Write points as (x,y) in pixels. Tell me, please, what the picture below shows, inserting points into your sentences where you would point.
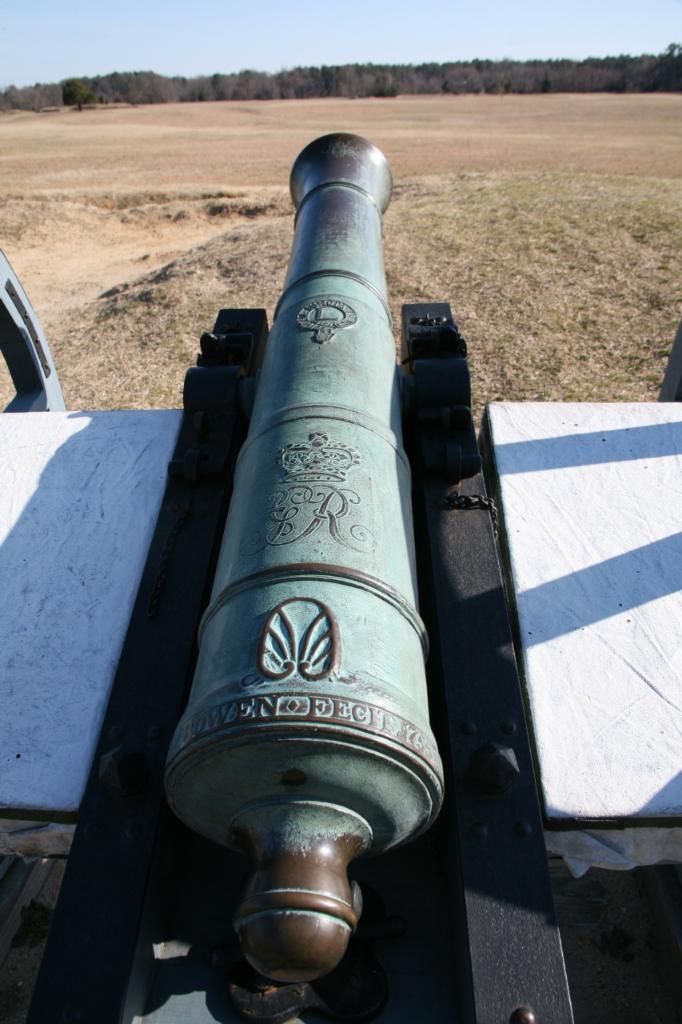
At the bottom of the picture (399,810), we see a cannon (334,500). In the background (500,69), there are trees (480,80). At the top of the picture (486,53), we see the sky (35,56).
